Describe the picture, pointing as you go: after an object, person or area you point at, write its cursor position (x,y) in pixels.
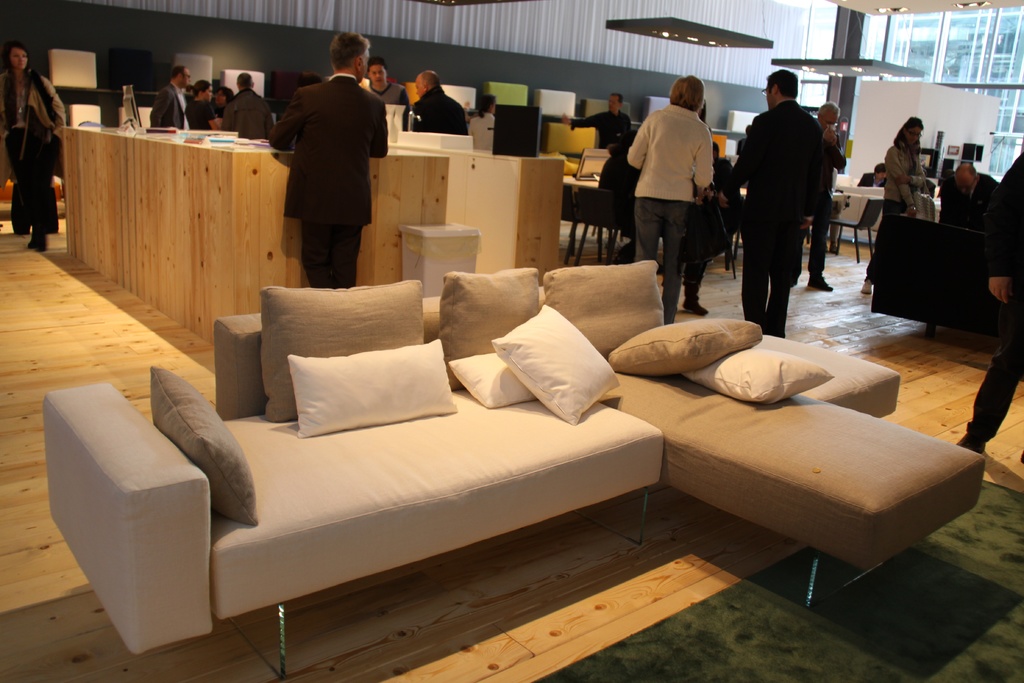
In this image there are group of persons (993,189) at the foreground of the image (745,389) there is a couch (665,408) on which there are pillows (539,386) and at the left side of the image (36,156) there is a woman (53,168) standing behind wooden block (162,193) and at the right side of the image (1010,49) there is a glass doors (940,72).
